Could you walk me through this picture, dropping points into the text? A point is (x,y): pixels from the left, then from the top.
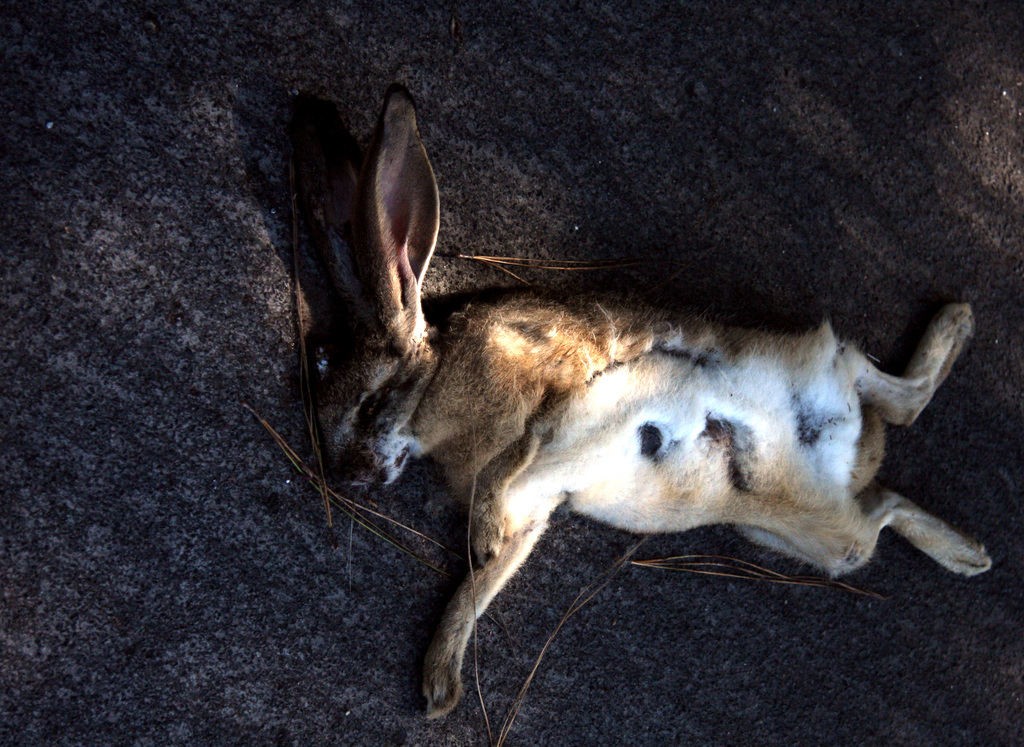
In the center of the image (419,404) there is a animal (562,433) laying on the ground (398,586).
